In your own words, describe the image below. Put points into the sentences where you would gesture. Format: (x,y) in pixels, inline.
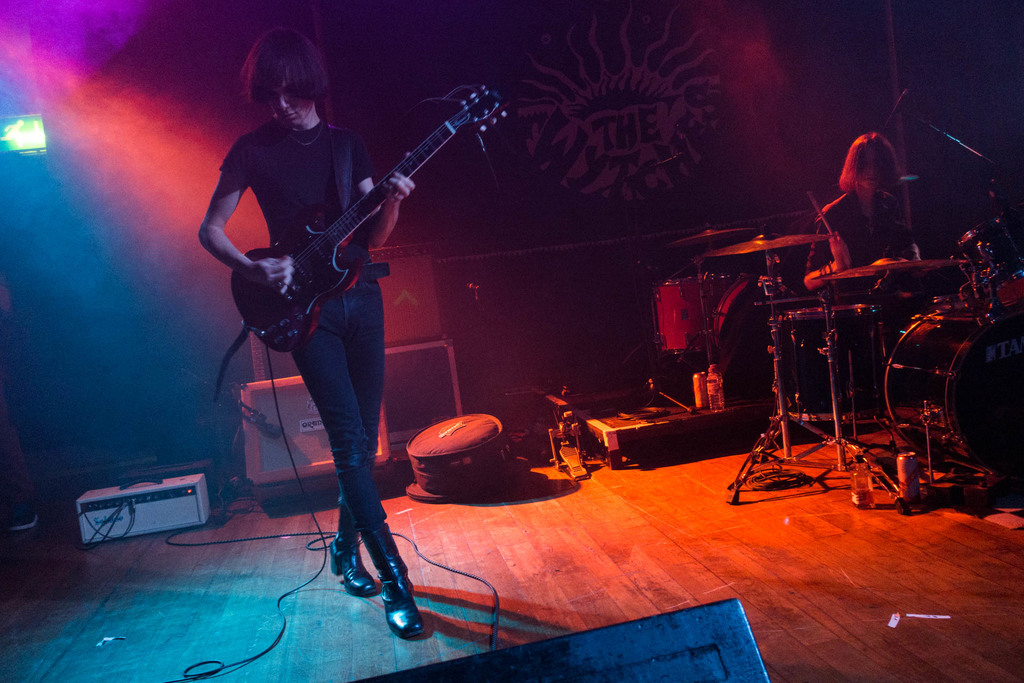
In this picture there are two musicians (369,302). The man (365,256) to the left corner (317,238) is standing and playing electric guitar (274,306). The man (844,228) to the right corner (809,272) is sitting and playing drums (935,265). On the floor (534,519) there are drums (895,406), drum stands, cables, boxes (263,470) and microphone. In the background (742,96) there are lights (76,84) and wall (492,21) and on the wall (513,18) there is a logo (630,123) with text "The Wytches" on it.
